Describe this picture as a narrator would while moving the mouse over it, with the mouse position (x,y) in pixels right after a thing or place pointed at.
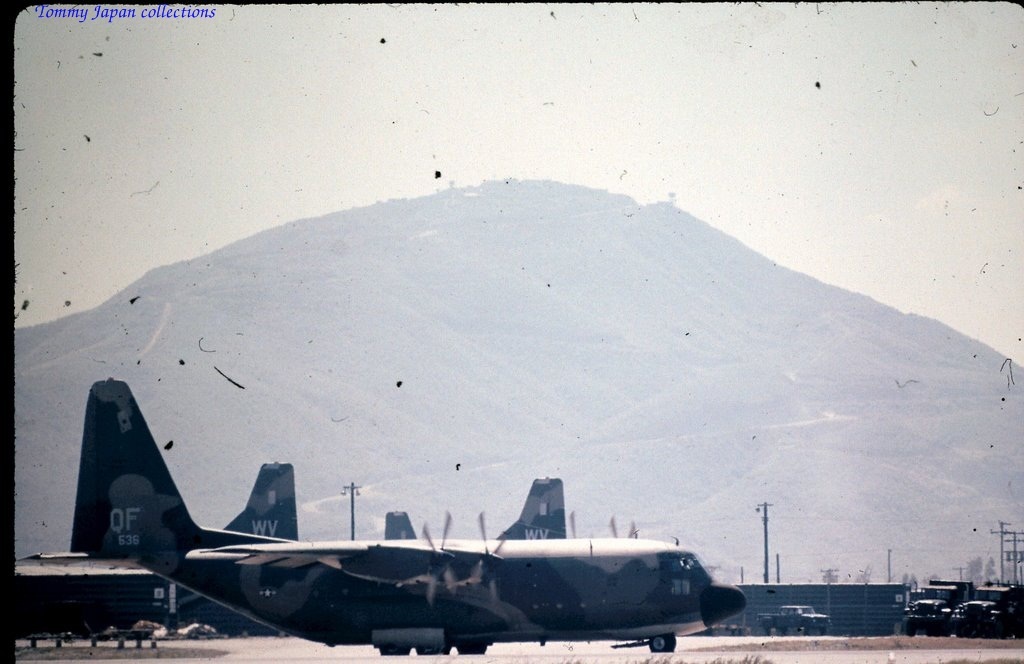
This is a photograph and here we can see an aeroplane (282,565) and vehicles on the road (140,661). In the background (73,581) there are buildings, electric poles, trees (862,573), mountain (458,515) and sky (66,125).
